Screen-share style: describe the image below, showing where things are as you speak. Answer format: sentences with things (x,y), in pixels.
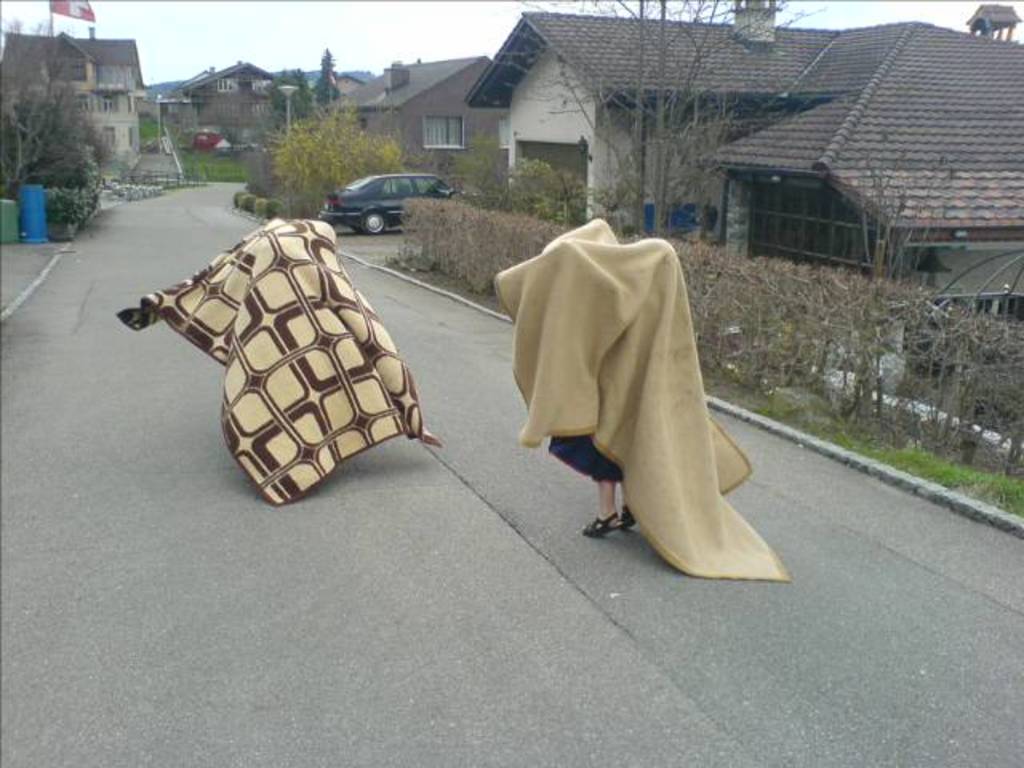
In this picture we can see bed sheets (664,484), legs (573,454) of a person (659,466) and road (257,524). We can see houses (237,122), trees (49,152), car (426,193), light pole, plants (279,160), dustbins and flag (75,5) hanging to a pole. In the background of the image (153,41) we can see the sky (283,39).
